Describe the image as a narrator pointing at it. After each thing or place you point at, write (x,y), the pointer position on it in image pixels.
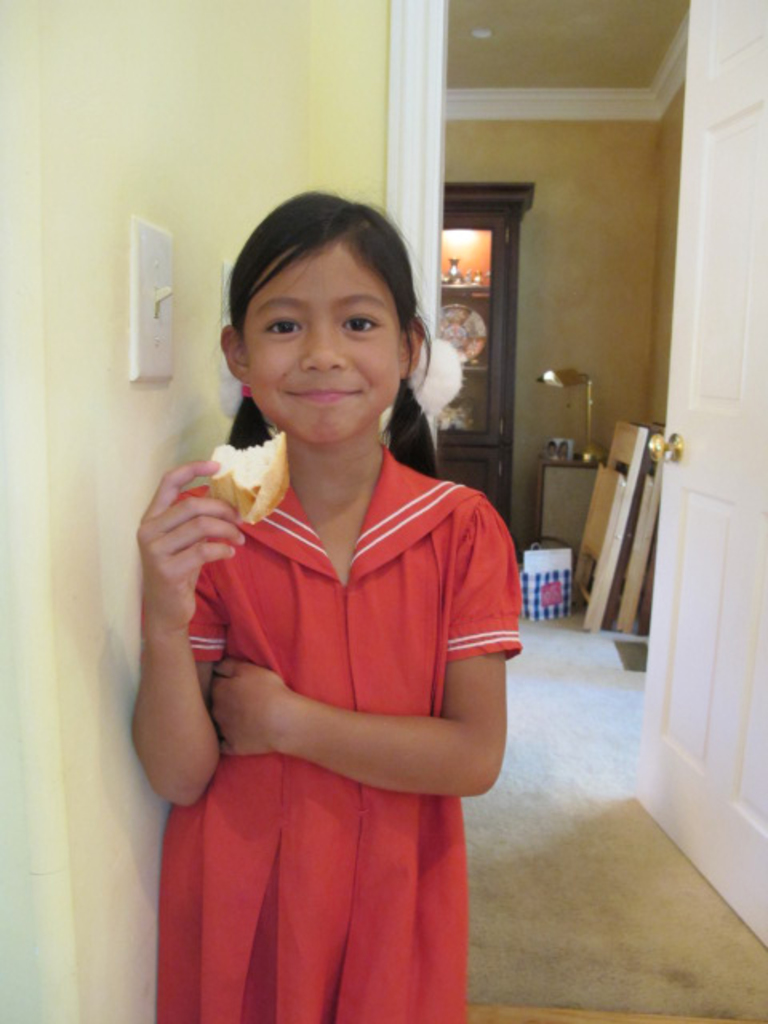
In the middle of the image (377,636) we can see a girl (348,539), she is holding a bread (274,453) and she is smiling, behind her we can see a bag (561,597), lights (459,237) and few things (452,421) in the racks (509,344).
